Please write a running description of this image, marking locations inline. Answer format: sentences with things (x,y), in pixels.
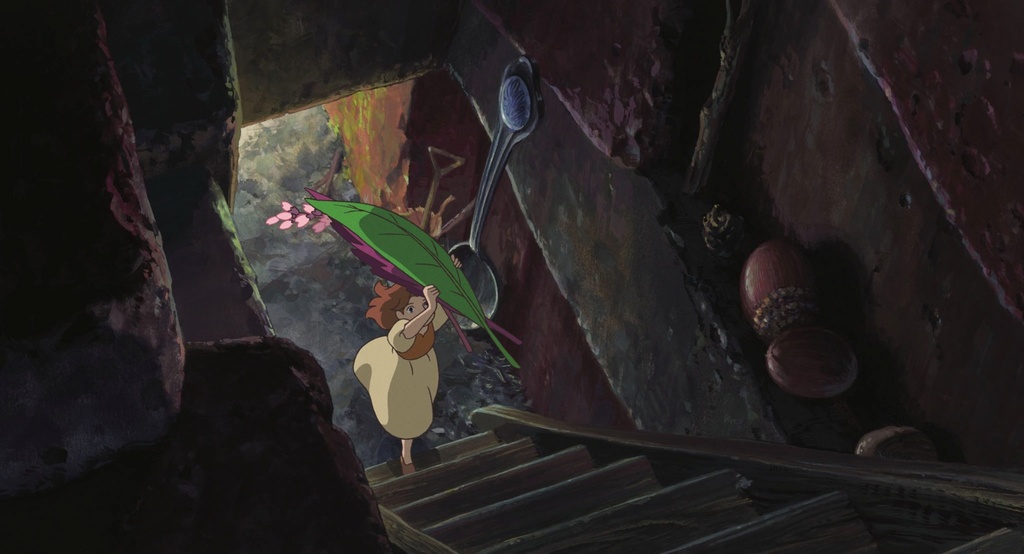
This is an animated picture. In this picture we can see the walls (140,159), some objects (702,123). We can see a girl (396,426) holding colorful leaves (427,275) and flowers (305,206). We can see the staircase (559,521).
